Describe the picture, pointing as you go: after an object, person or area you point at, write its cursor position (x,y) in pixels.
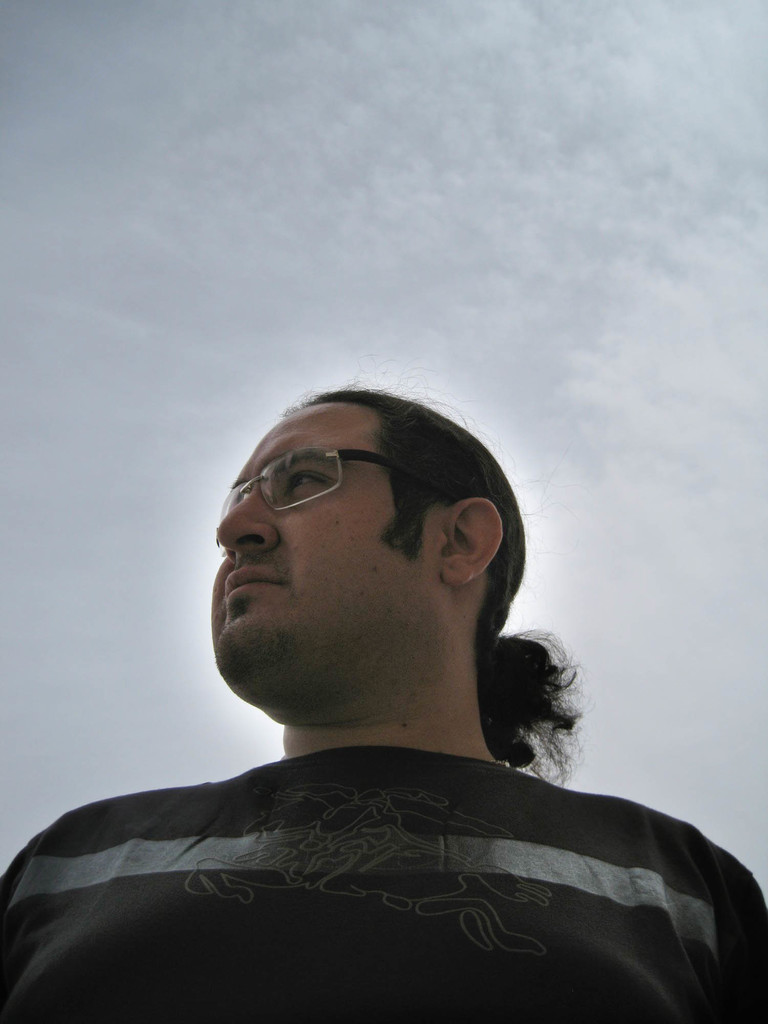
There is a person (472,853) in a t-shirt (428,836), wearing a spectacle (326,459) and watching something. In the background (201,501), there are clouds (208,403) in the sky (140,560).
